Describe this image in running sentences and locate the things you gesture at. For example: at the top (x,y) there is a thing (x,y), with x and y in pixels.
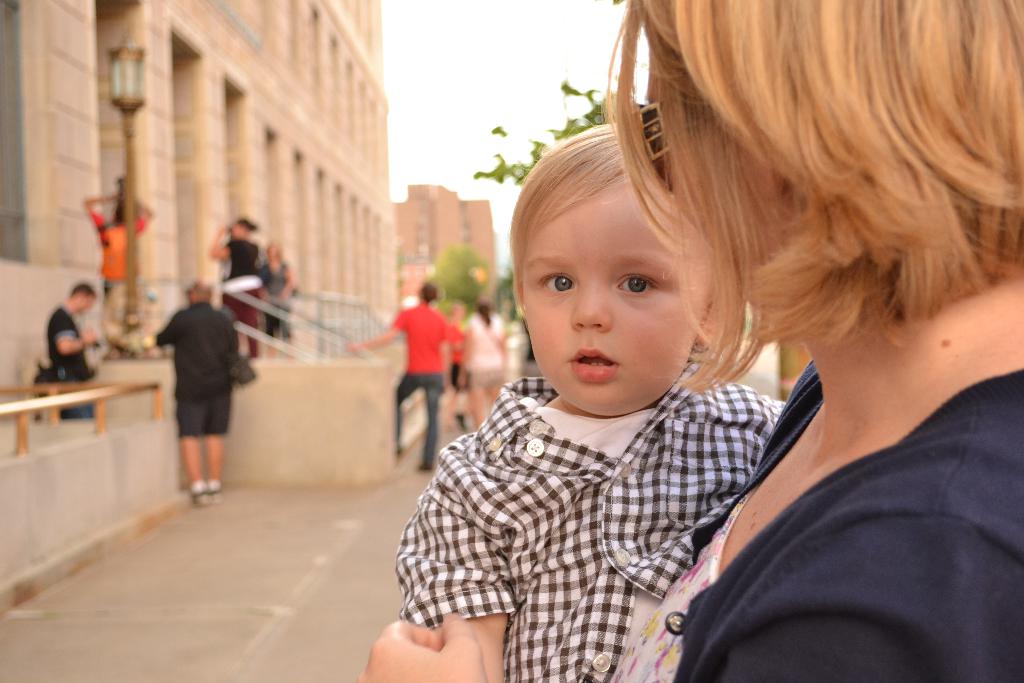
In this image in the front (612,350) there is a woman (791,417) standing and holding a kid (588,464) in her hand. In the background (71,327) there are persons (65,342) standing and walking and there are buildings (431,195) and trees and on the left side (130,146) there is a pole (134,254).
